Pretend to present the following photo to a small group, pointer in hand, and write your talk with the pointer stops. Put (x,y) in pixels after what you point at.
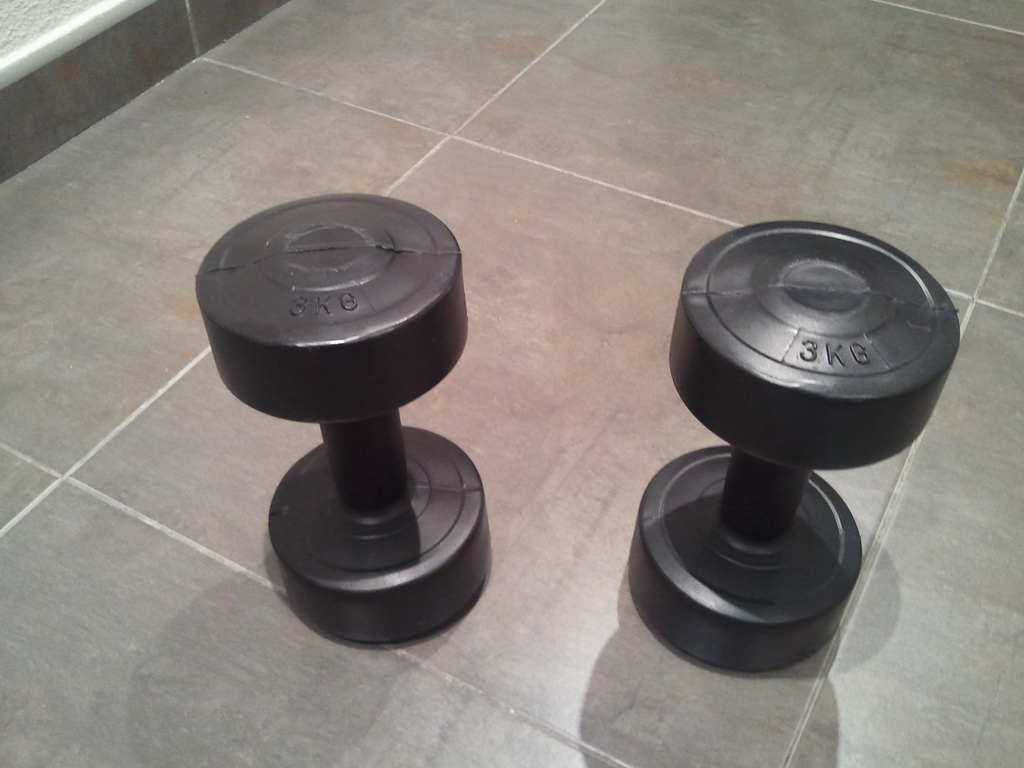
These are the 2 dumbbells (355,640) which are in black color.
